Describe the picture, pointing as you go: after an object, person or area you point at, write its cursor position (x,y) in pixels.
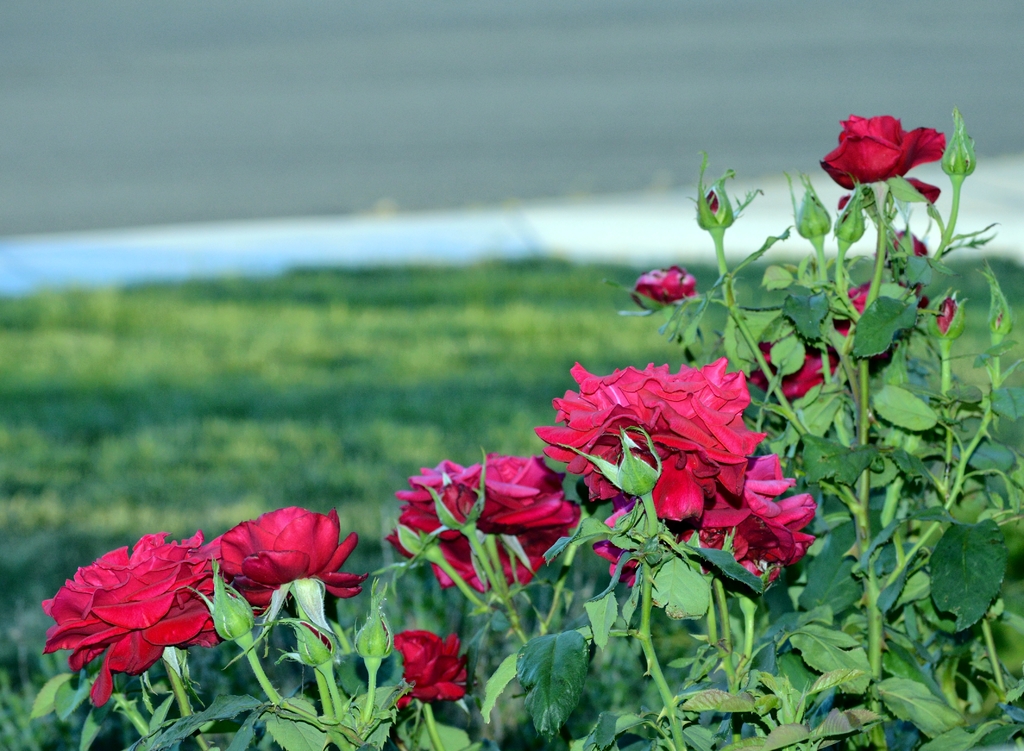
There are plants (274,696) having green color leaves (880,398) and red color roses (748,479). And the background (562,254) is blurred.
